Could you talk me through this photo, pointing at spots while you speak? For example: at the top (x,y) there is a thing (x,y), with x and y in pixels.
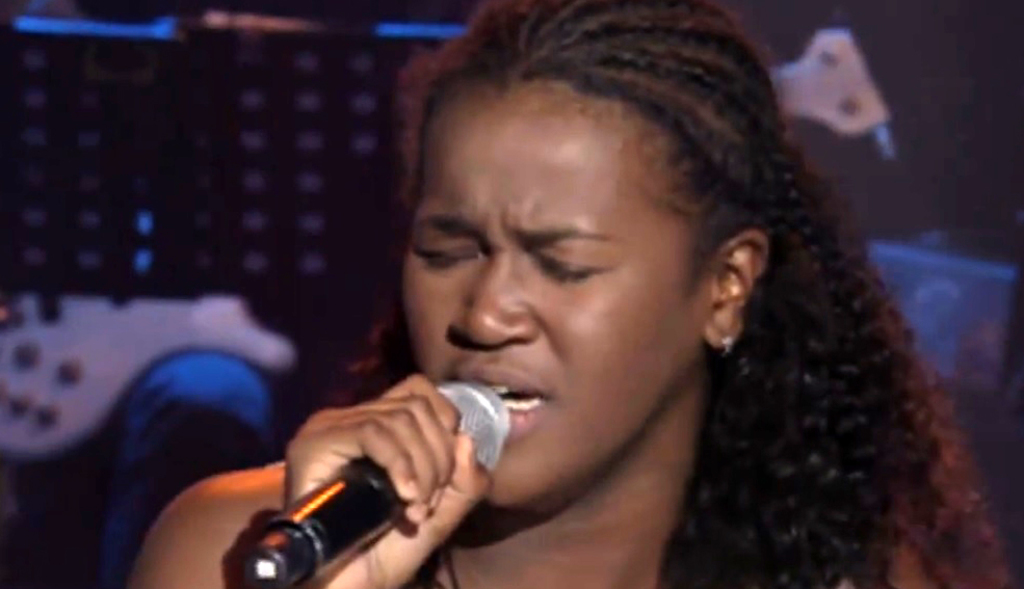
In this image there is a person (522,340) holding a mike (348,522) and singing.
